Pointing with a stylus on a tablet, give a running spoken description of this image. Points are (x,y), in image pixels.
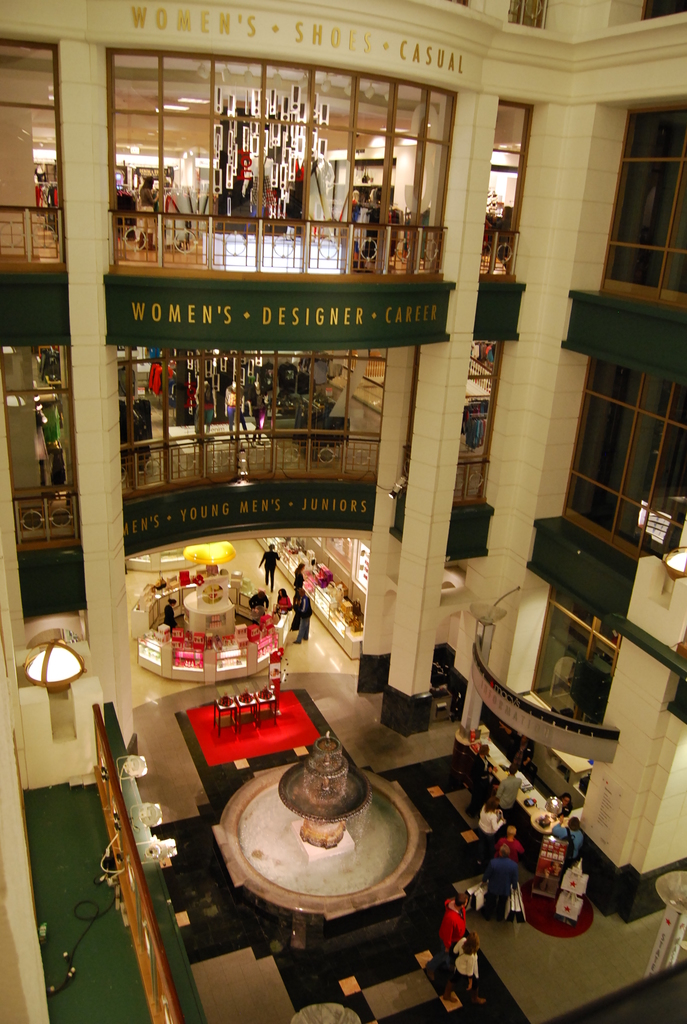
In this image it looks like it is a mall (203,485) in which there are stores (263,360) in several floors (247,221). At the bottom (315,873) there is a fountain (344,798) in the middle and there are few people (475,767) around it.
